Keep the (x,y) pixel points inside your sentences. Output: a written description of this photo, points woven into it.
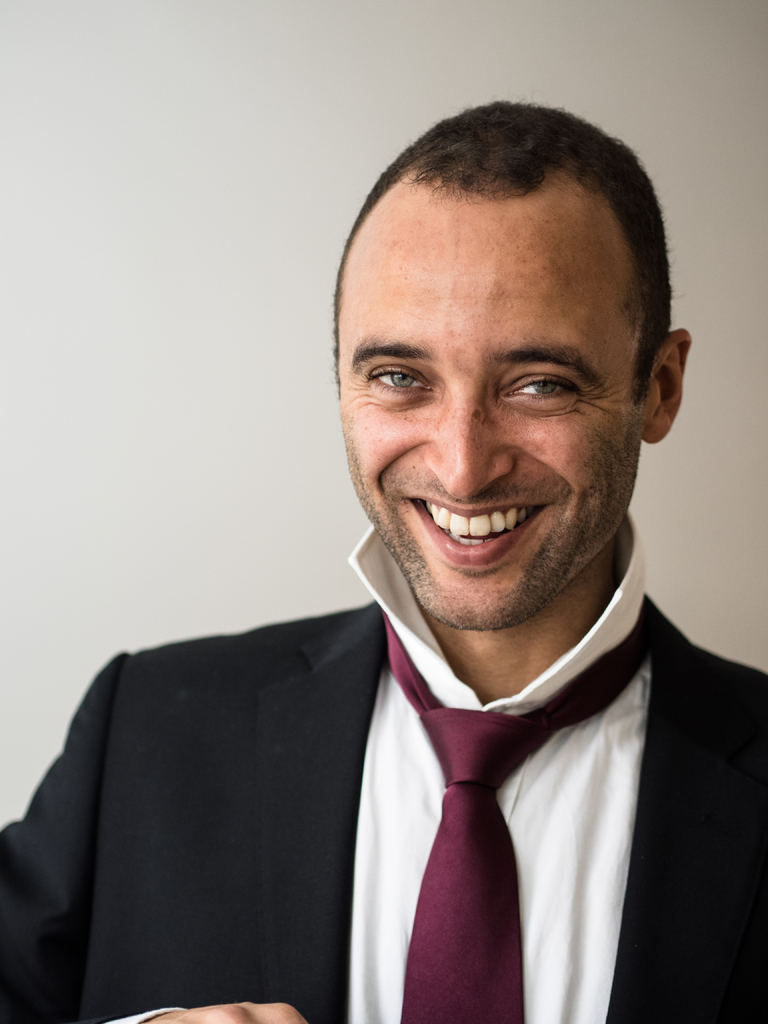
In the image there is a man (545,696) with black suit (666,809), white shirt (370,578) and maroon tie (484,855) is smiling, behind him there is a wall (259,218).
